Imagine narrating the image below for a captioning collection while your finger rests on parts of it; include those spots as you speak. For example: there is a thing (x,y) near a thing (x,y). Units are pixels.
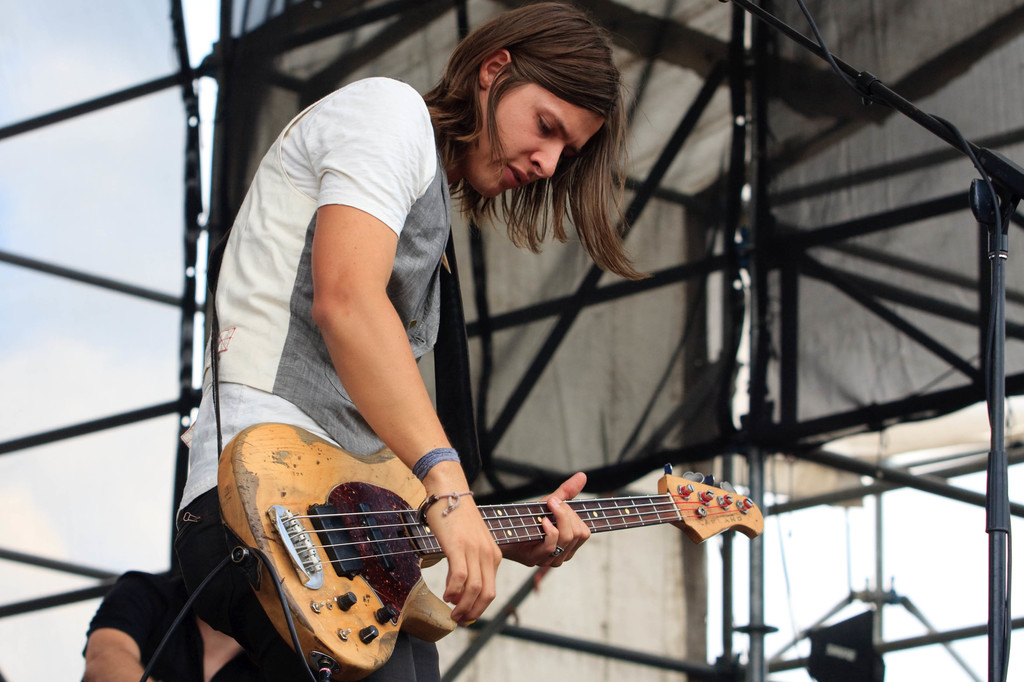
In this picture a person (303,231) is in white shirt (320,160) is holding a guitar (401,531) and moving the strings (621,508). In the back ground (703,66) there is a huge banner (728,38) tied and i could see the sky (69,218).
